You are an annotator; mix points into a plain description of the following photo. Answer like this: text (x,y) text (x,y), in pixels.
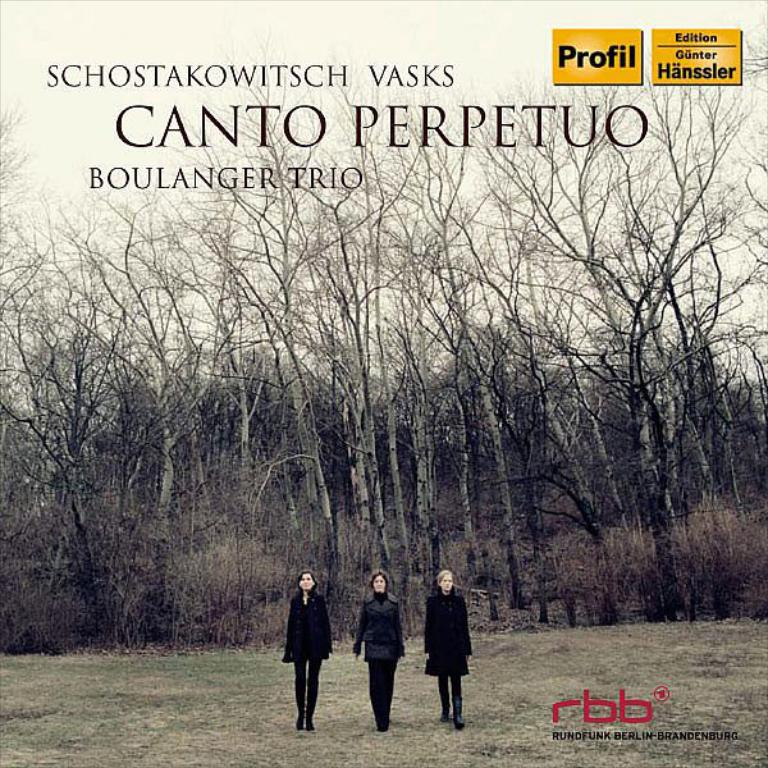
In this image we can see three women (371,641) wearing black dresses (384,682) are walking on the ground (271,698). In the background (61,410), we can see trees (316,489) and the sky (733,163). At the top of the image (593,52) we can see some edited text (665,73) and on the bottom right side of the image (609,701) we can see the watermark (621,704).
